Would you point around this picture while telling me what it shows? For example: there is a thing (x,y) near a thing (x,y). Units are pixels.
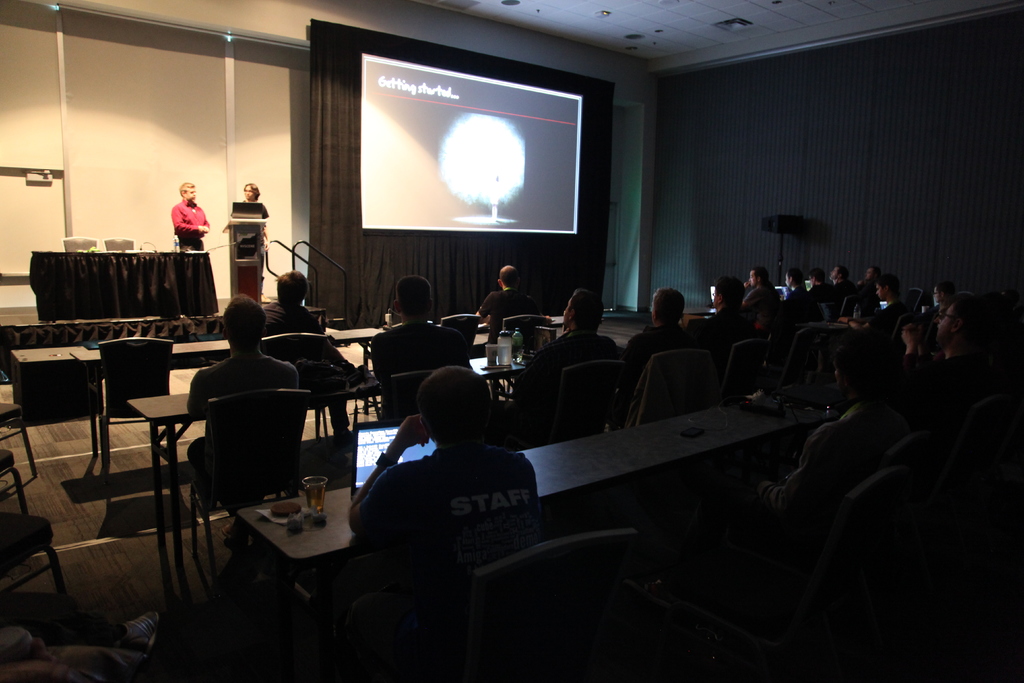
This is the picture of a room (938,222). In this image there are group of people (408,426) sitting on the chairs (620,548). There are tables (143,404) and chairs (603,553) and there are devices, bottles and glasses (311,486) on the table (595,441). On the left side of the image (190,184) there are two persons (179,211) standing on the stage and there is a table (186,272) and there are chairs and there is a podium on the stage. At the back (342,187) there is a screen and curtain (498,262). At the top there are lights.
